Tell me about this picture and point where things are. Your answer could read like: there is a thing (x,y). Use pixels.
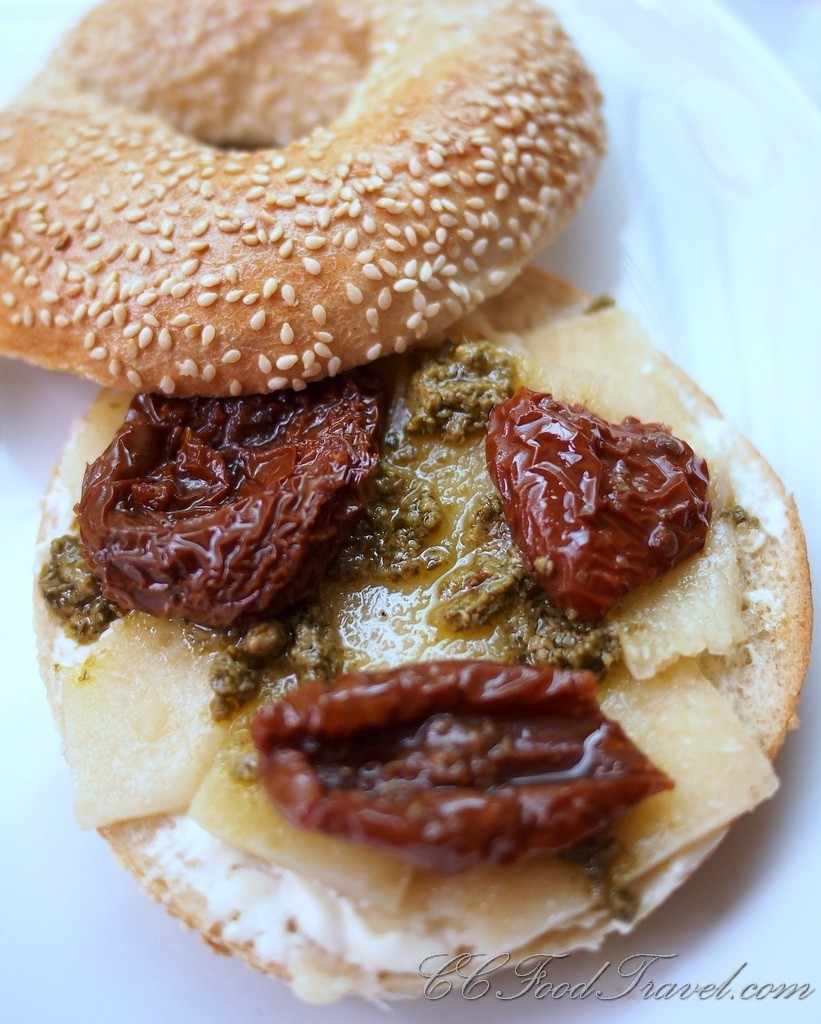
This image consists of some eatables (425,419). It looks like a bagel (32,214).
